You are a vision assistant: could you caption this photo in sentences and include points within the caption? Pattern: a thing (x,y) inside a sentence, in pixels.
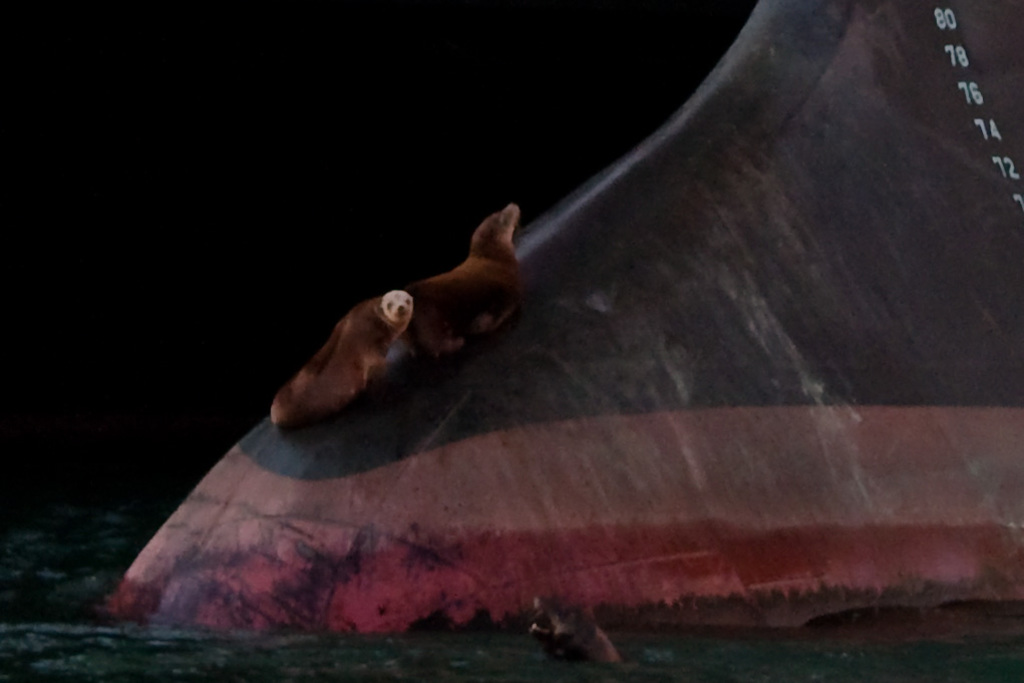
In this image we can see animals (457,325) on the structure (653,292). The background (498,122) is dark. At the bottom of the image (560,639), we can see an animal (575,641) in the water (539,646).
